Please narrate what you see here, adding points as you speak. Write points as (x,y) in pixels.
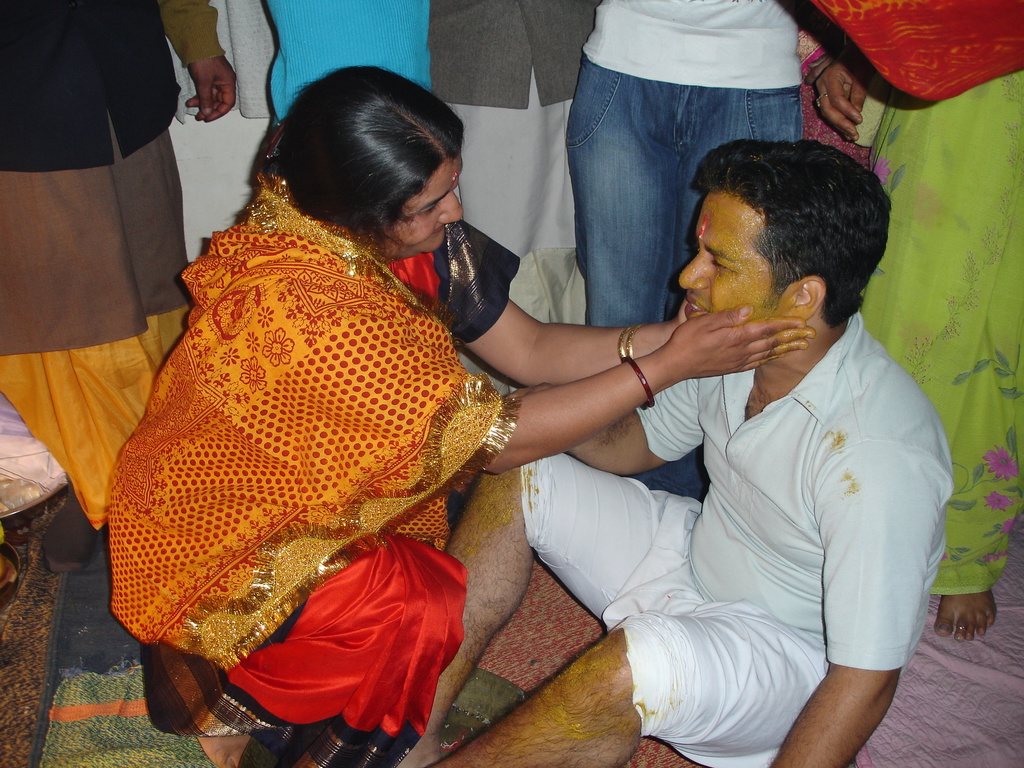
In this image we can see two persons (557,429) on a cloth (945,689) in which one of them is applying turmeric (768,282) to another person's face (760,312), there we can see few persons legs (594,136).
